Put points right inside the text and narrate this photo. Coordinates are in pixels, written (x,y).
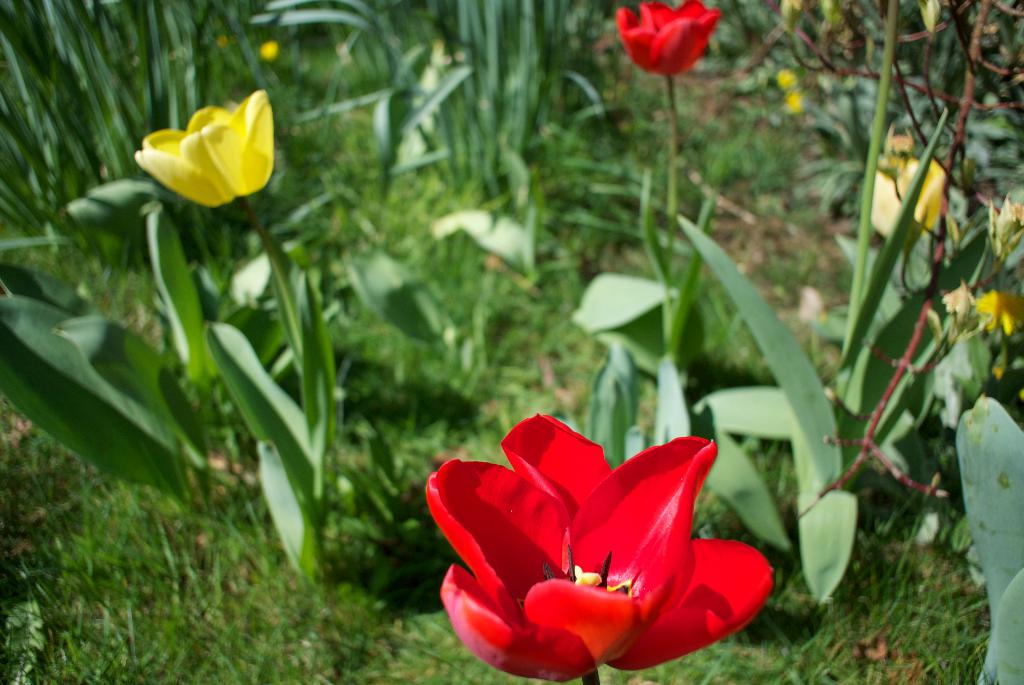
In this image there are plants (685,304) with red and yellow color flowers (479,498).
